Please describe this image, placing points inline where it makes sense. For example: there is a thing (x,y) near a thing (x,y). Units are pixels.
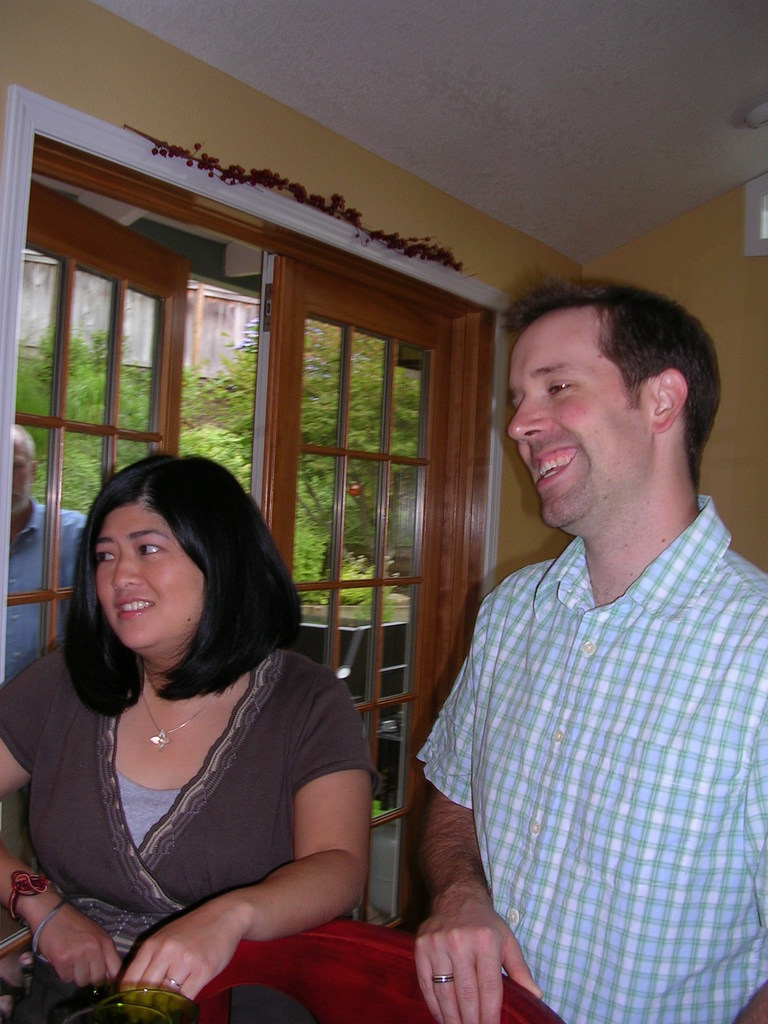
In this image we can see man (564,864) and woman (242,796) standing on the floor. In the background (413,399) we can see door (279,386), person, trees (180,430) and building (225,369).
